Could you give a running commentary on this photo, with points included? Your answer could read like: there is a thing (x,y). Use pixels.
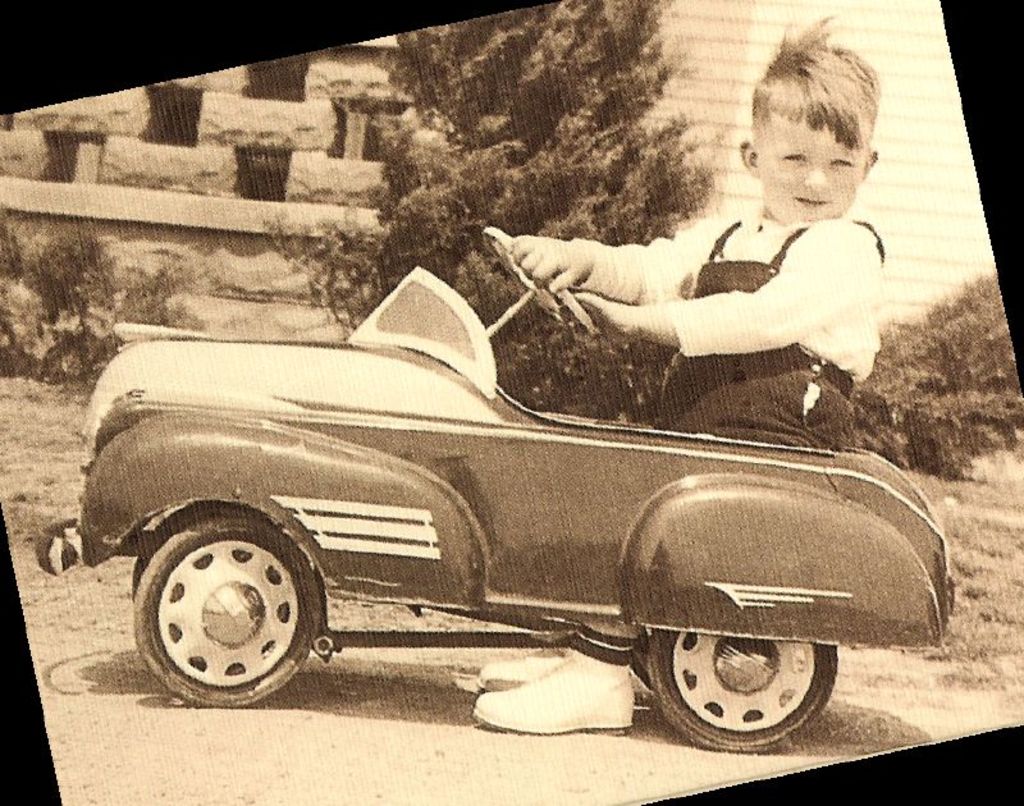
In this image there is a boy (805,163) sitting in the toy car (822,595). At the back (357,119) there is a building (370,109) and there are plants (502,49). At the bottom (361,775) there is ground (781,756) and there is grass (955,624).
